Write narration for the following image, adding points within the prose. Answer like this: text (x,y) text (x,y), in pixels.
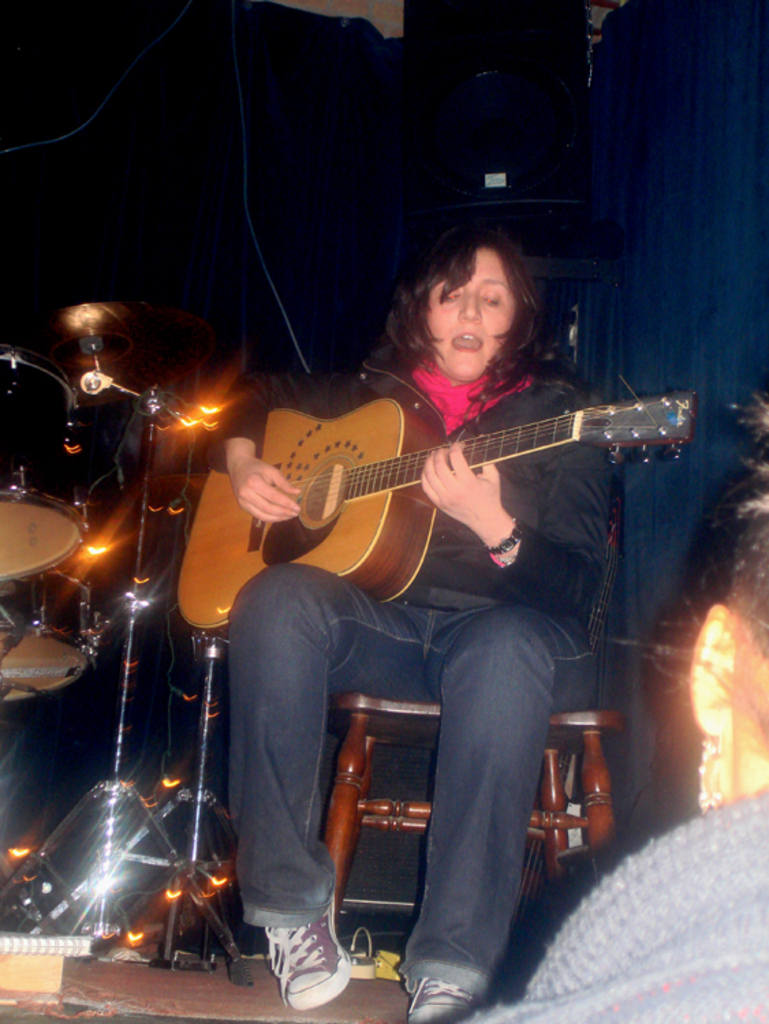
Background (647,171) is really dark. We can see drums (116,382) here. We can see a woman (528,759) sitting on chair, playing guitar (382,459) and singing.
